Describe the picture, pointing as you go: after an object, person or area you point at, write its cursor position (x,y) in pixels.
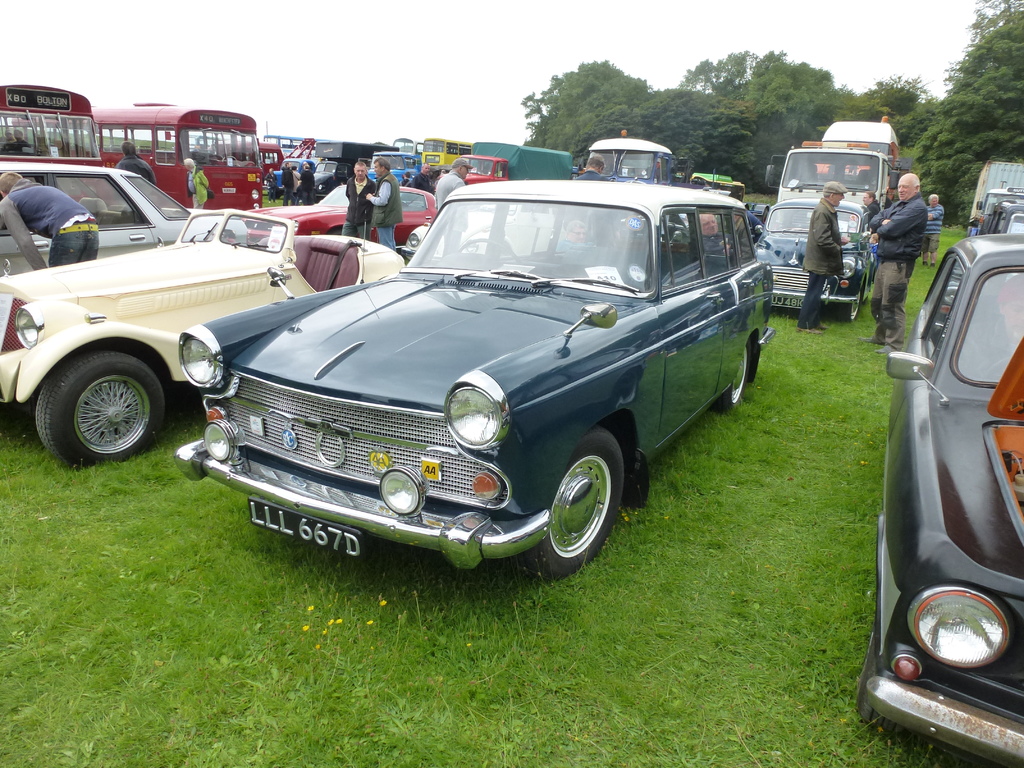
In this picture we can see many cars (1012,637) and bus (48,153). Here we can see group of person (867,210) standing near to the cars (776,306). On the bottom (342,693) we can see grass (415,689). In the background (962,144) we can see trees (758,106). At the top (367,10) there is a sky (318,75).
